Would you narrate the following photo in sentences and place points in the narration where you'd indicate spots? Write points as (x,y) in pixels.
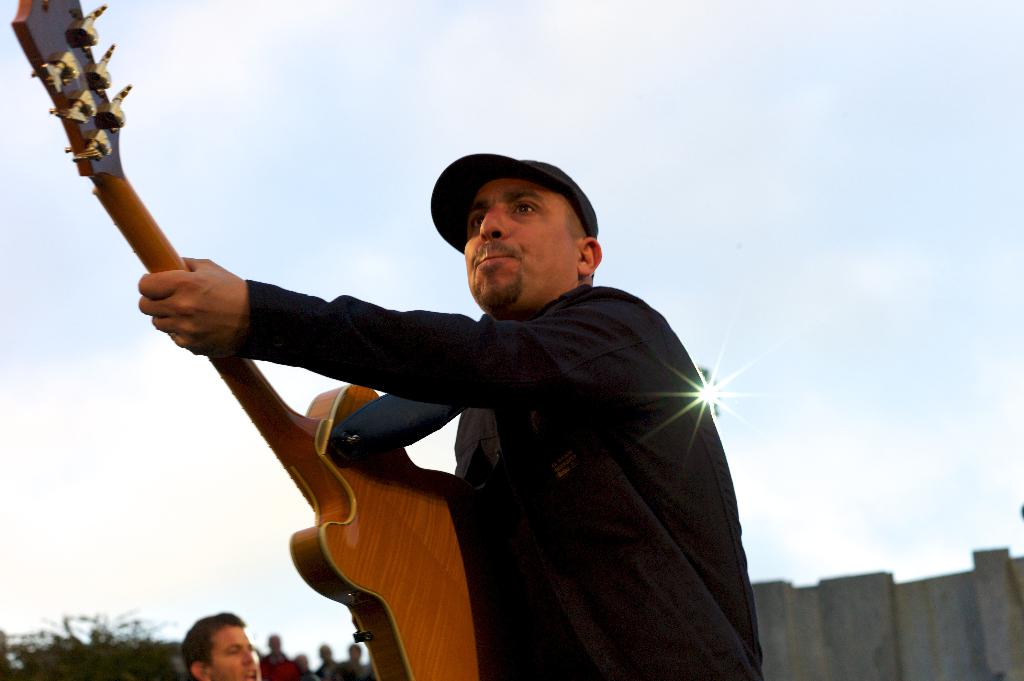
In this picture we can see a person (496,316) standing and holding a guitar (412,537) in his hands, and here there are group of people (297,676) standing, and here is the light (715,386).
